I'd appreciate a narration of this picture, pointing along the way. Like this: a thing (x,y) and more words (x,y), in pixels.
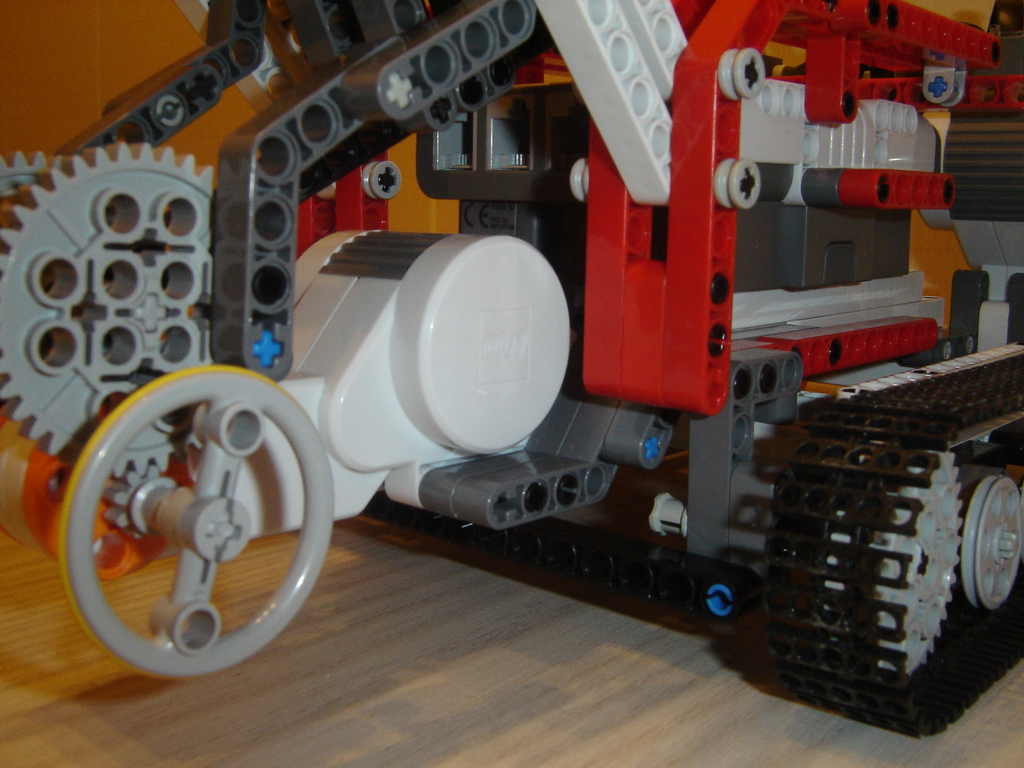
In this picture, there is a toy vehicle (679,377) which is in red, white and black in color.
